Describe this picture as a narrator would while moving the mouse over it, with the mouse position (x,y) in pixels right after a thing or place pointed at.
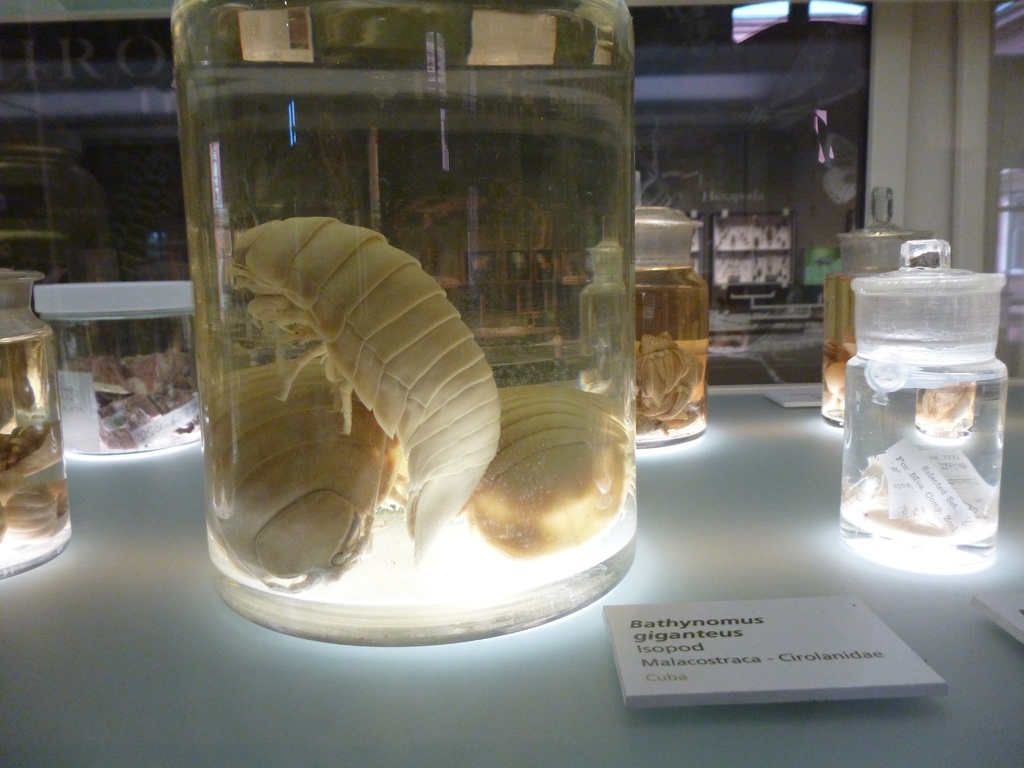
This looks like a lab (736,302). On this table (559,668) there are few jars (560,165), in each jar (515,348) there are some species (447,375).
